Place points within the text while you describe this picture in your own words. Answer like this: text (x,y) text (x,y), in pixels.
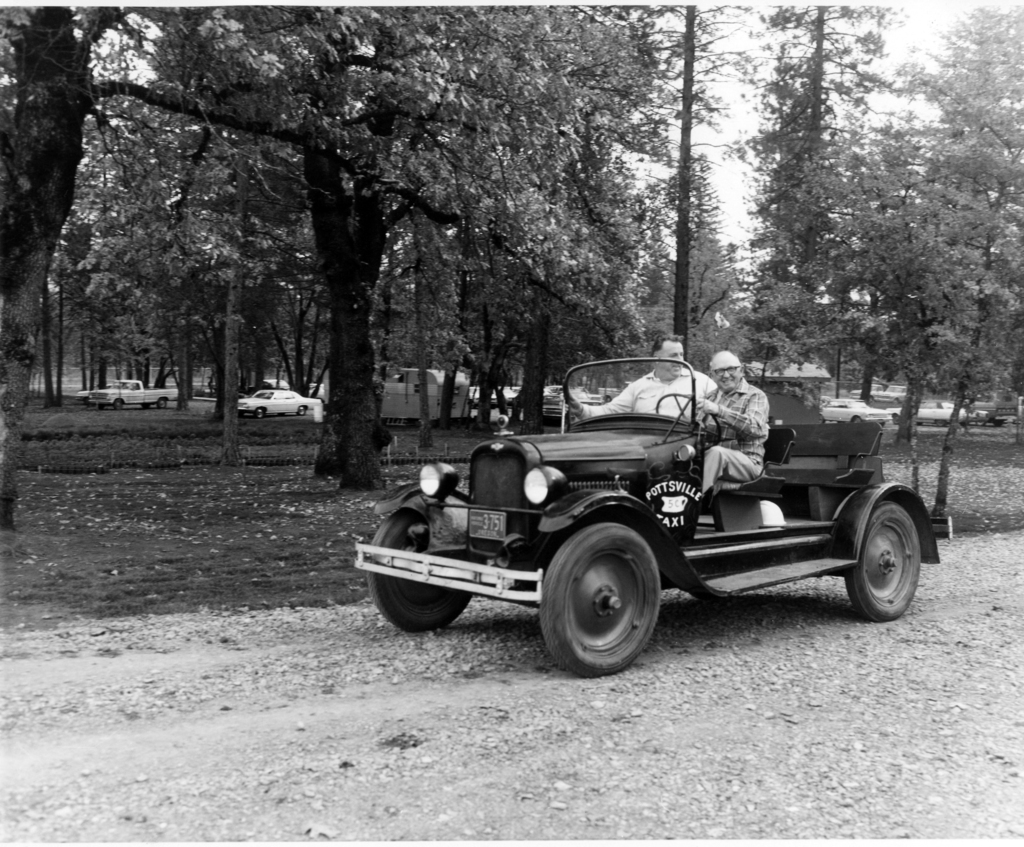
In this image, two peoples (728,407) are sat on the vehicle (625,473). Here we can see road (408,744), grass (290,592). At the background (849,324), there are so many trees (637,259) and vehicles (406,377) are parked here. And sky (734,182) we can see.
